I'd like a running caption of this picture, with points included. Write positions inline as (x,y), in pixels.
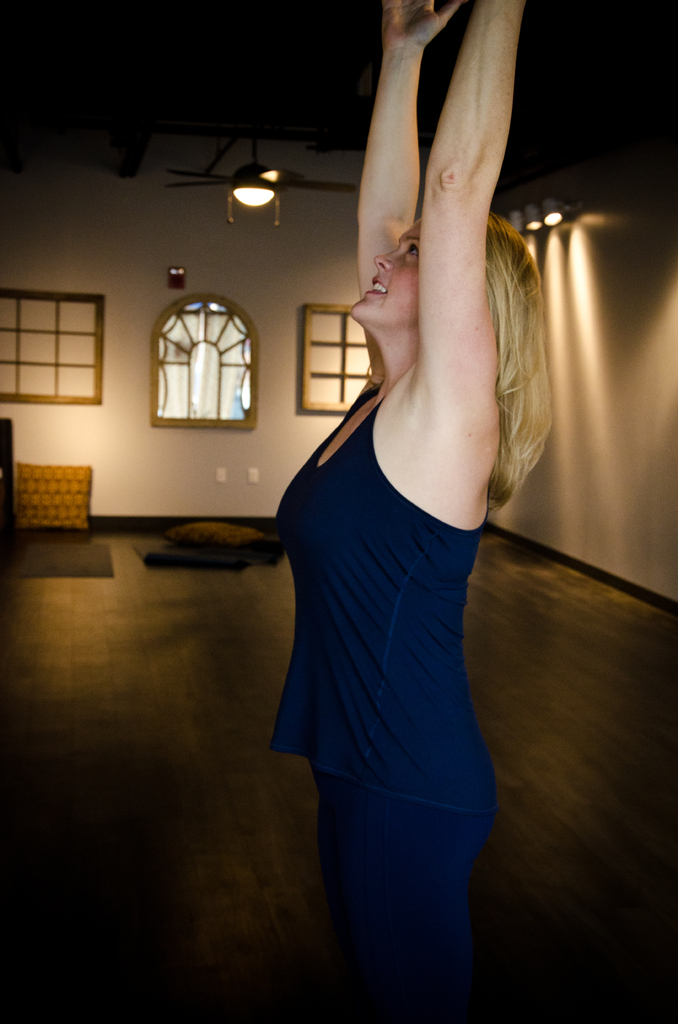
In this image we can see a woman (368,826) is standing, she is wearing dark blue color dress (362,788). Behind her wall (622,361), windows (220,350) and pillows (91,488) are there.
